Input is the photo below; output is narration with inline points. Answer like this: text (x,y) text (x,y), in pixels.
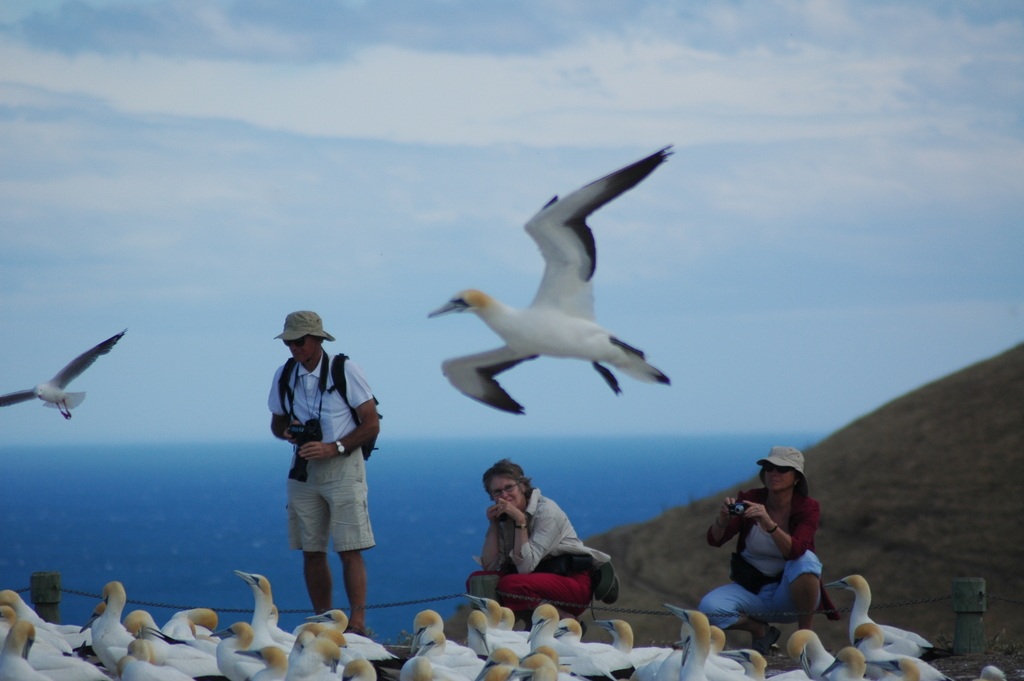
There are people (308,363), this man (352,460) standing and holding a camera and wearing bag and hat (304,324) and this woman (724,589) holding a camera (731,515). We can see birds (269,582) and these two birds (458,360) flying in the air (542,376). In the background (542,385) we can see water (436,446) and sky (755,147) is cloudy.
